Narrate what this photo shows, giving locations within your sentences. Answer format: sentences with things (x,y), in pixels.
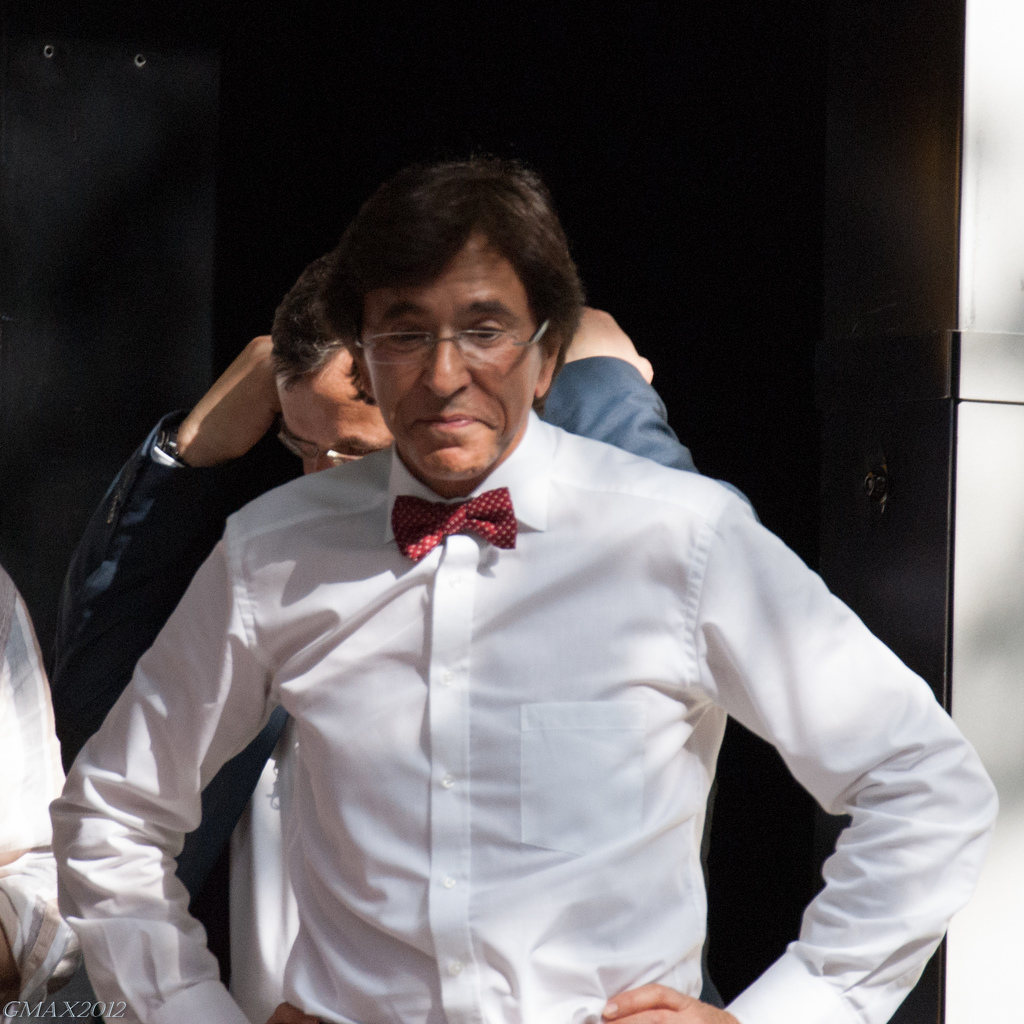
In this picture there is a man (598,455) who is wearing spectacle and white dress (449,753). Behind him there is another man (668,445) who is wearing suit (116,560), watch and spectacle (339,459). On the left (3,618) I can see the person's hand (22,629) who is wearing white shirt (22,729). In the back (16,541) I can see the building (954,295). On the right (998,419) there is a wall (1011,523). In the bottom left corner (36,1017) there is a watermark (116,1016). On the top (518,86) I can see the darkness (484,42).
